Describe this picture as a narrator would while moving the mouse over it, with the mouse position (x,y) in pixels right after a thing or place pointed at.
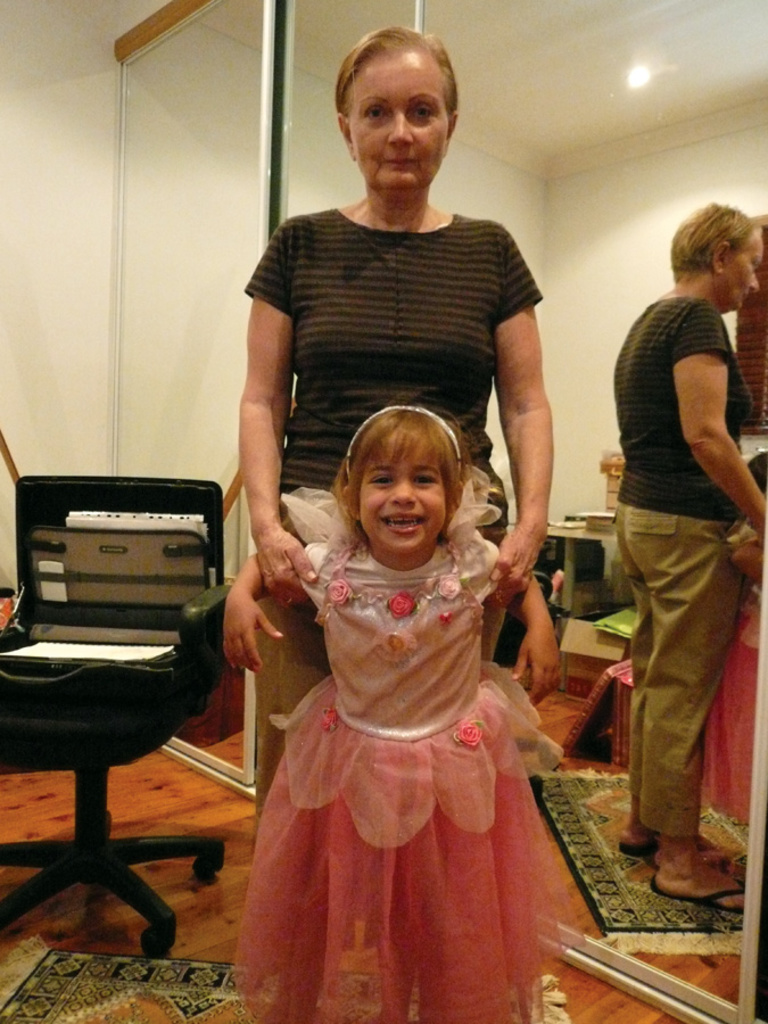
In the middle of this image (384,544), there is a woman (470,261), standing and holding both hands (499,598) of a girl (418,513) who is in a pink color dress (411,694) and is smiling. On the left side (30,642), there is a suitcase (85,638), which is opened and placed on a black color chair (13,736). This chair (22,726) is on a floor (121,923), on which there is a mat (187,973). On the right side (669,860), there is a mirror (641,205). In the background (161,316), there is another mirror (141,197) and there is a wall (68,152).
